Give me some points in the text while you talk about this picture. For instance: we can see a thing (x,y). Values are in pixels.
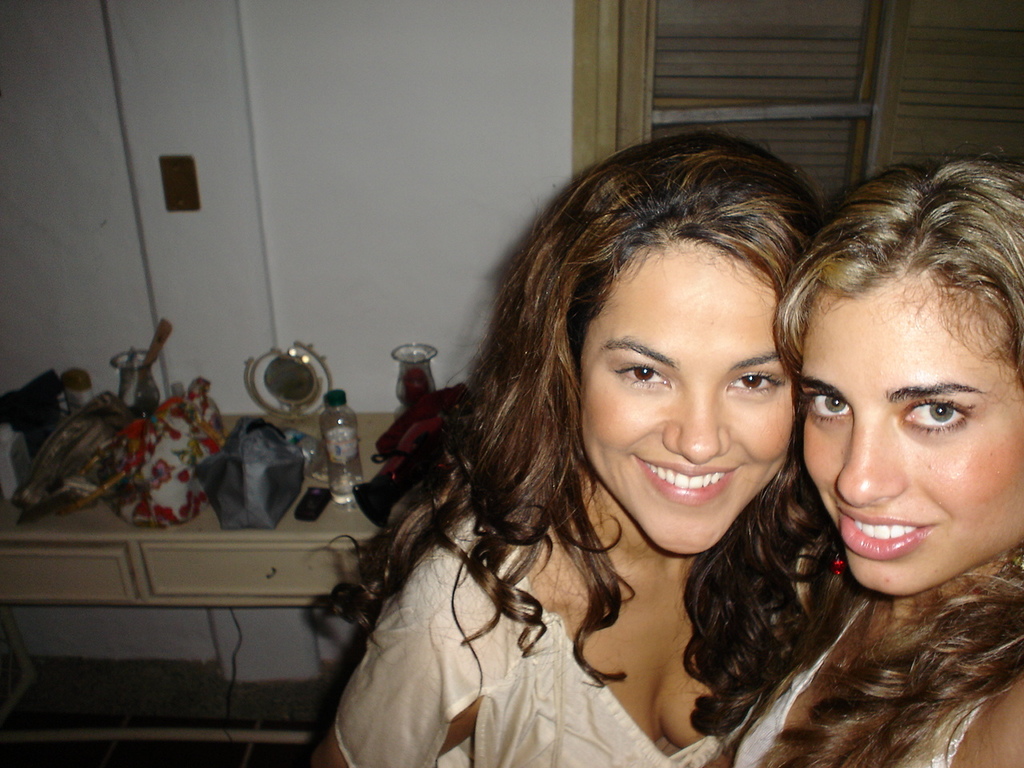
In this picture we can see two woman (736,611) smiling and beside to them there is table (369,456) and on table (162,531) we can see bottle (342,480), bags (199,412), jar (121,397), some mirror (268,387), and in background (161,358) we can see wall (387,100), window (639,87).
